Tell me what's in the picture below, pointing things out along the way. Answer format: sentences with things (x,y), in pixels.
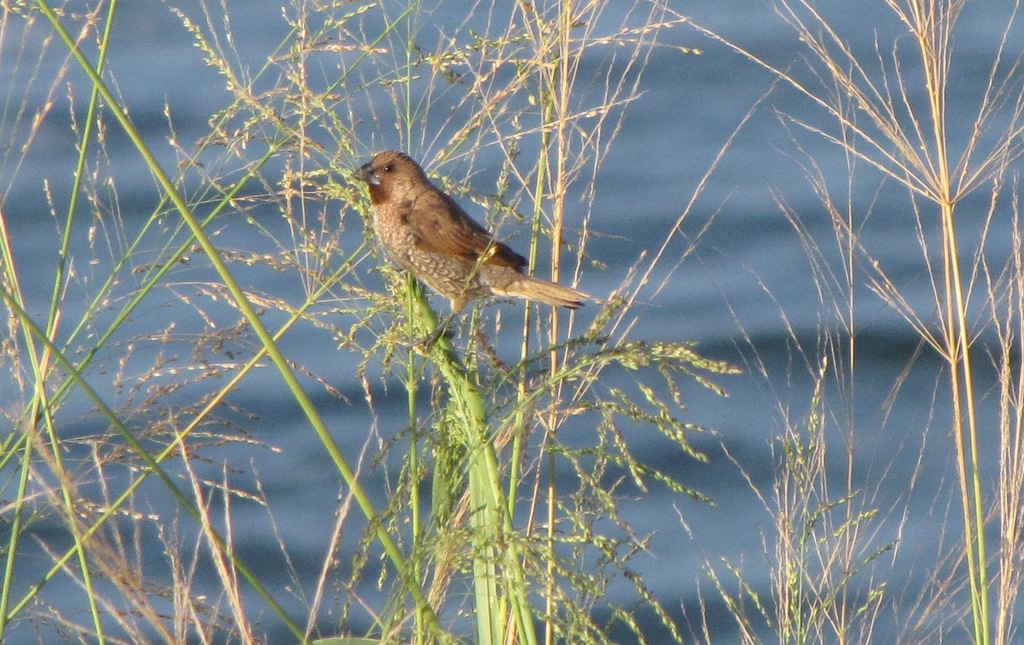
In this picture we can see small brown bird (455,262) sitting on the plant branch (476,499).
